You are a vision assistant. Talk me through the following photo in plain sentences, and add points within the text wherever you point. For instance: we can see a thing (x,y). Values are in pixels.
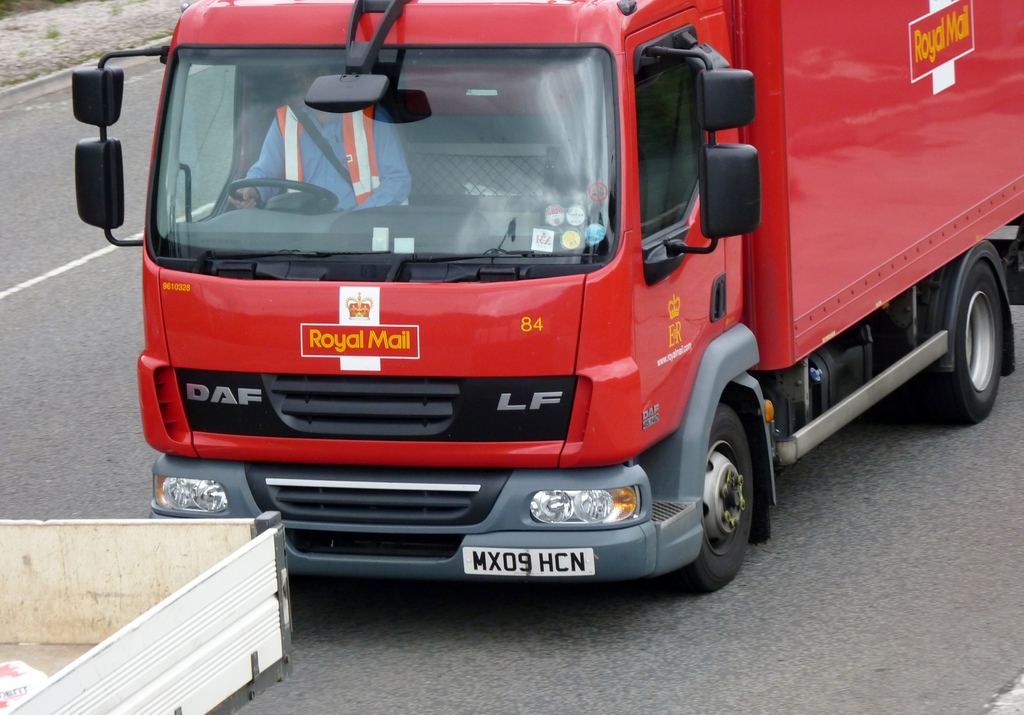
In this picture we can see vehicles (374,314) on the road (512,651), there is a man (273,189) inside a vehicle (495,180). We can see number plate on this vehicle (179,32).
